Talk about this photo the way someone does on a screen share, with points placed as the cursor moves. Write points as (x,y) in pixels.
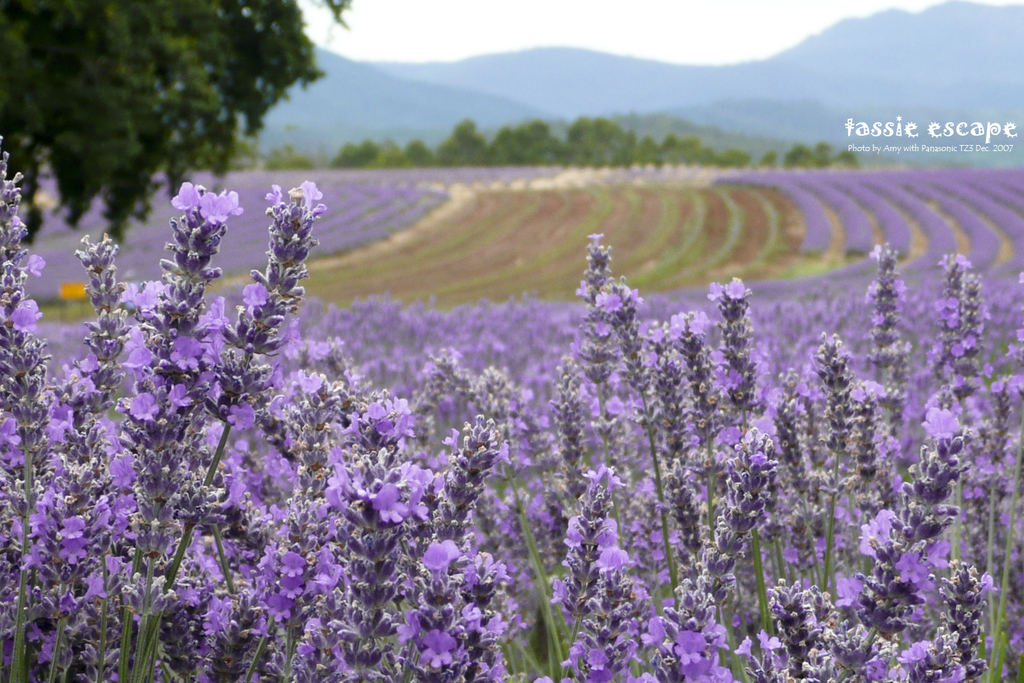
In the image we can see tiny flowers (360,429), purple in color. We can even see there are trees (129,121), mountains (359,106) and the sky (711,21). On the top right (898,130), we can see the watermark (898,130).
